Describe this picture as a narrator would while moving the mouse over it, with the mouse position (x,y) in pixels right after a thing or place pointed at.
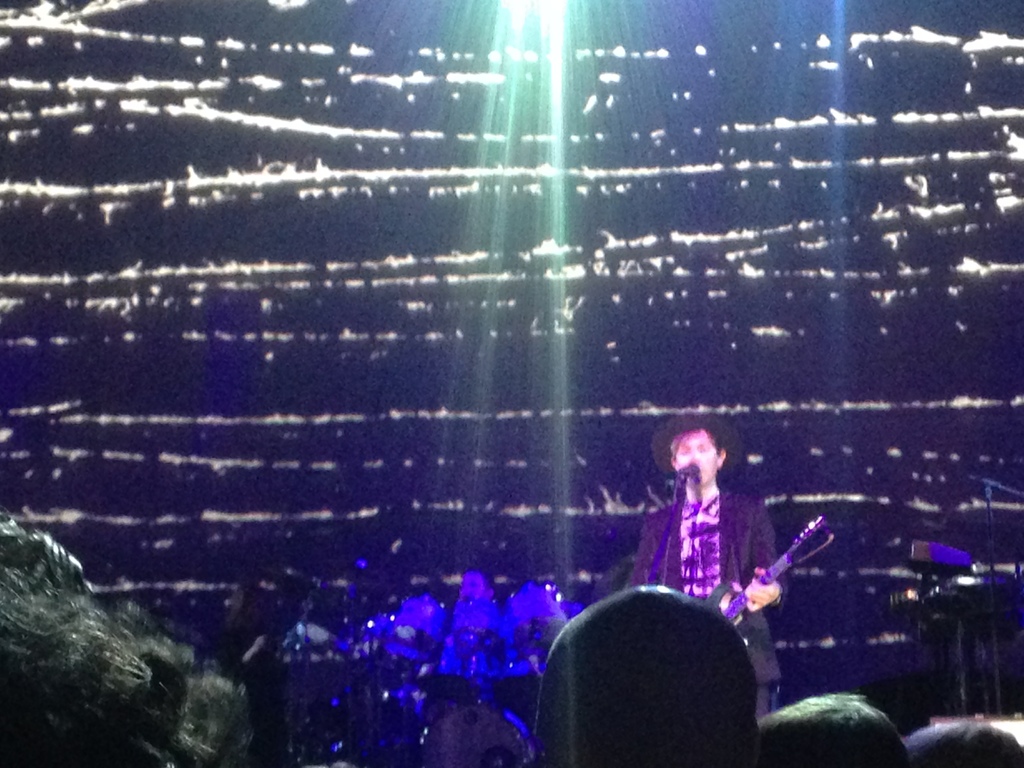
There is a person (695,535) standing and holding guitar (736,615) and we can see microphone (685,472) with stand (668,538). Background (487,622) there is a person (481,587) and we can see musical instrument (422,685). These are audience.
